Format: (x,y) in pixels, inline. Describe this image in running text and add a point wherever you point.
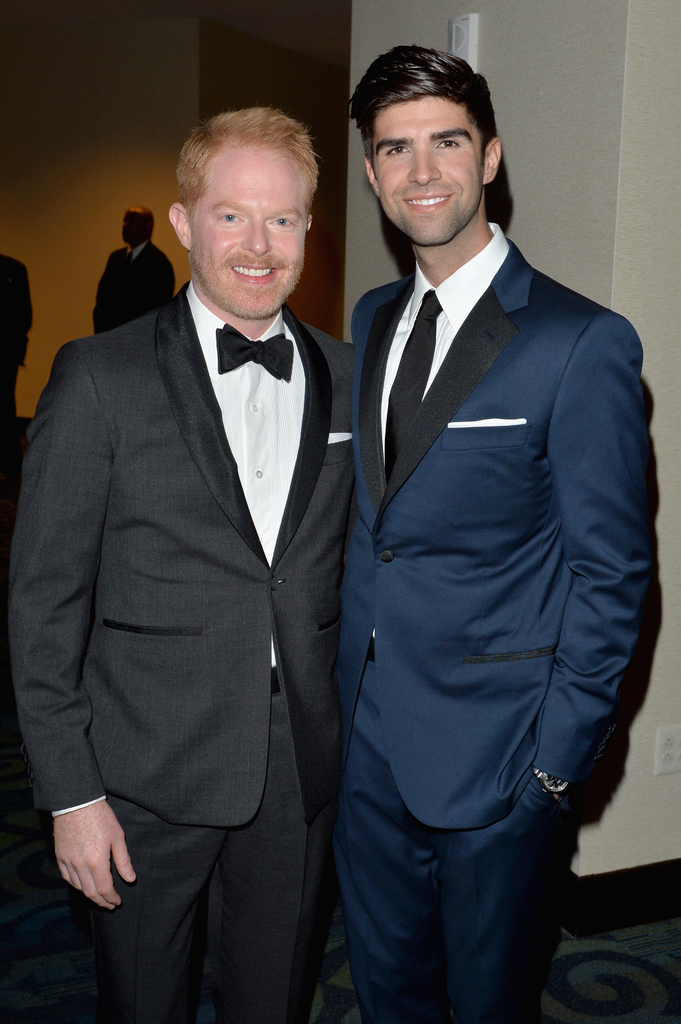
In this image, there are a few people (479,545). We can see the ground (627,966) and the wall (620,209) with a few objects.
